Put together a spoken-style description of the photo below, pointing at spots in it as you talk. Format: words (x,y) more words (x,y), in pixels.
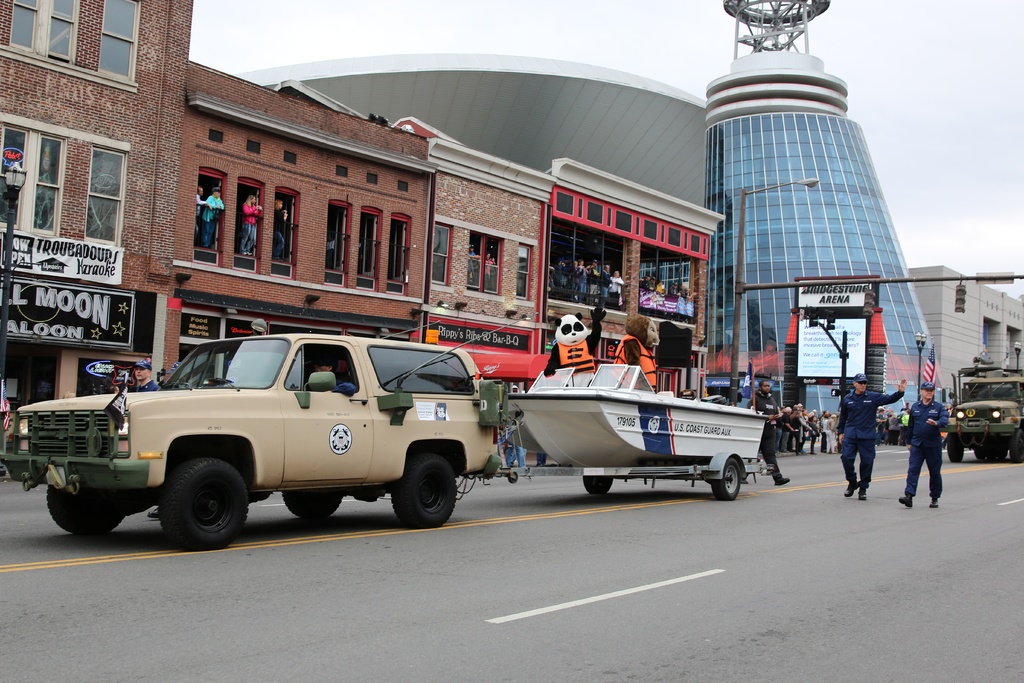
In this image I can see few vehicles (293,437) on the road (972,462). I can also see few persons (846,480) walking. The person (923,456) in front (852,408) wearing blue color dress (864,424), background (317,163) I can see few buildings (328,170) in brown and cream color and sky (520,45) in white color.
